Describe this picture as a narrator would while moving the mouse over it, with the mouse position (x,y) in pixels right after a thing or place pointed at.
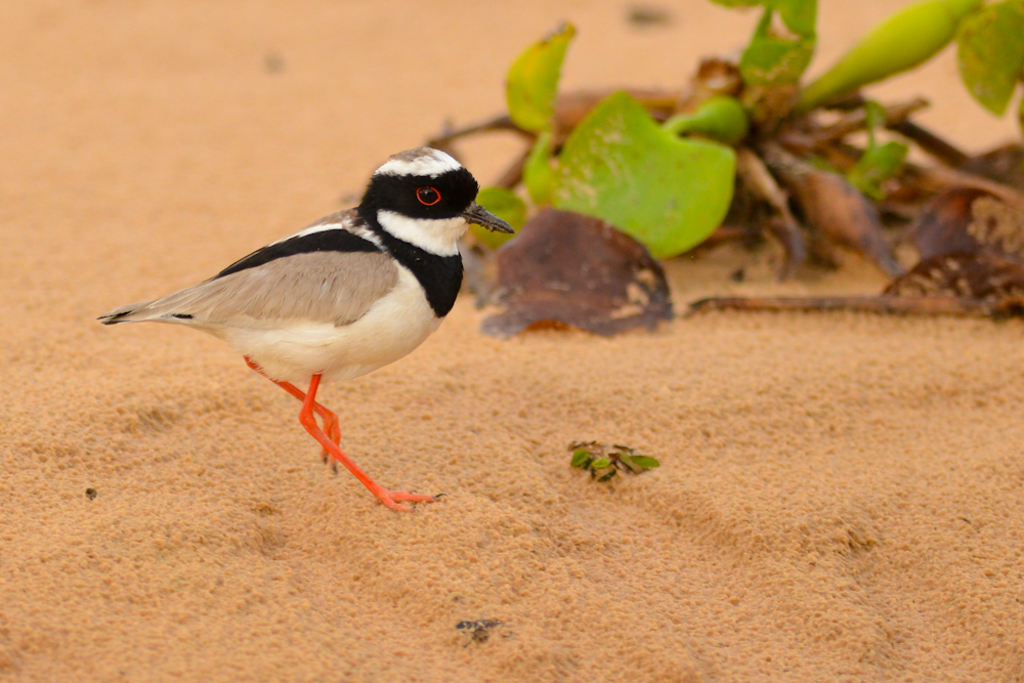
In this image we can see a bird (332,418) on the ground (428,511). In the background (696,155), we can see some leaves (675,182).
